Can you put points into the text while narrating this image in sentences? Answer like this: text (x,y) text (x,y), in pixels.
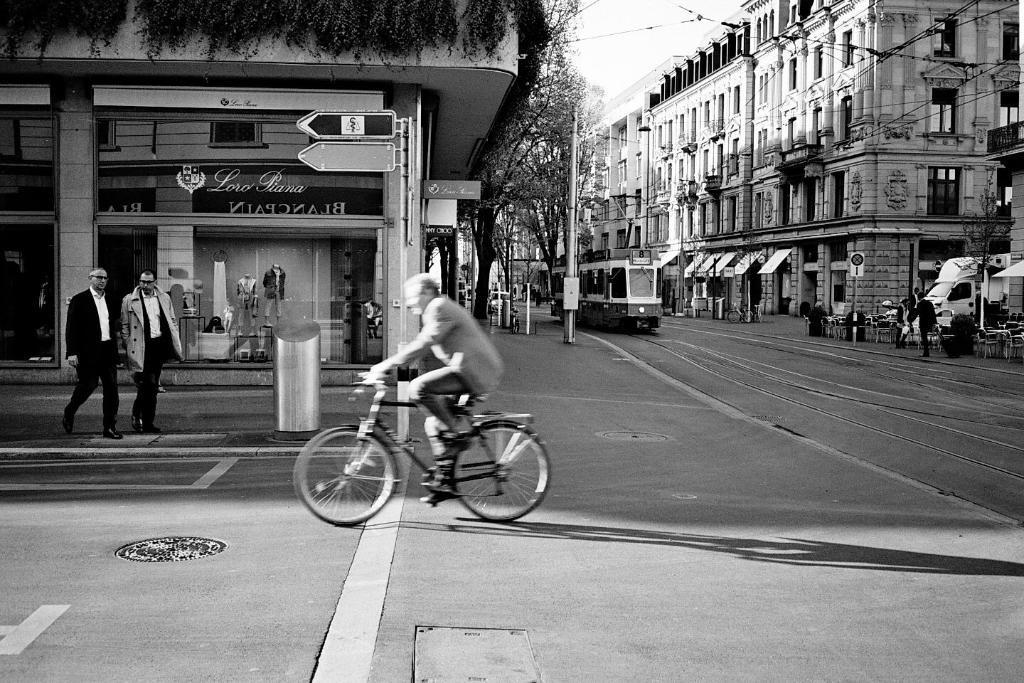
In the image we can see there is a man (433,290) who is sitting on a bicycle (436,487) and people (140,352) are walking on the road (272,576) and there are buildings (618,159) and trees (509,204).
